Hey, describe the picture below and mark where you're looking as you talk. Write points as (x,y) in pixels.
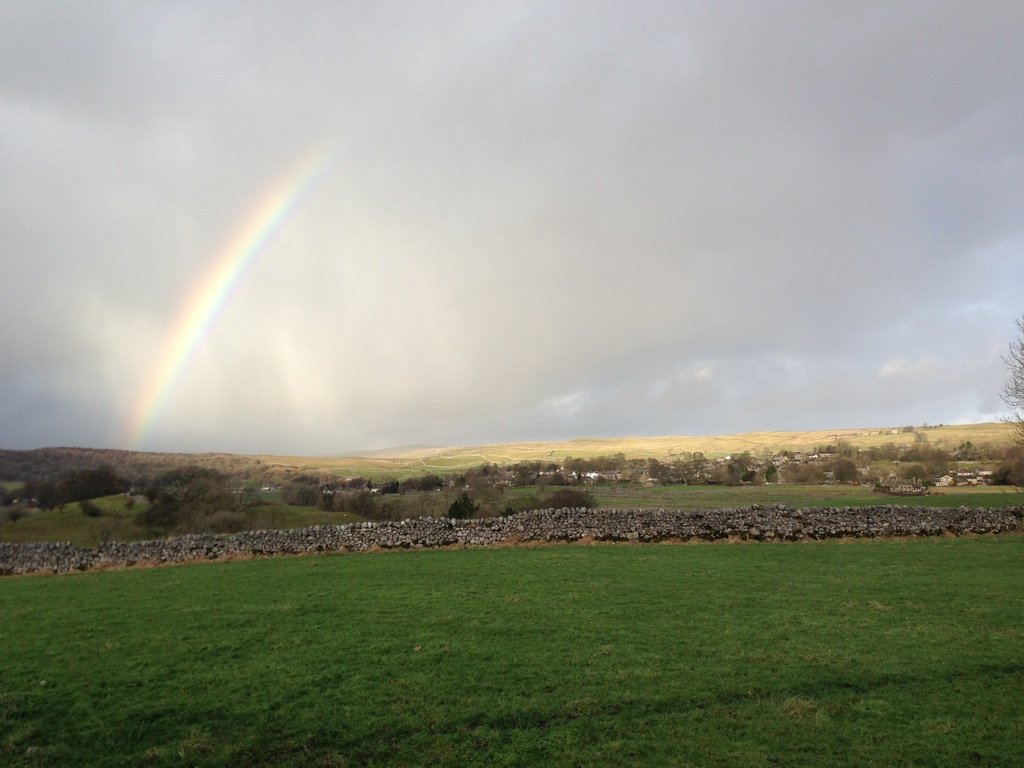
At the bottom of the image (561,625) there is grass (561,625) on the surface (481,637). In the center of the image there are rocks (744,529). In the background of the image (437,484) there are trees (530,484), buildings (585,479). There is a rainbow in the sky (357,229).
